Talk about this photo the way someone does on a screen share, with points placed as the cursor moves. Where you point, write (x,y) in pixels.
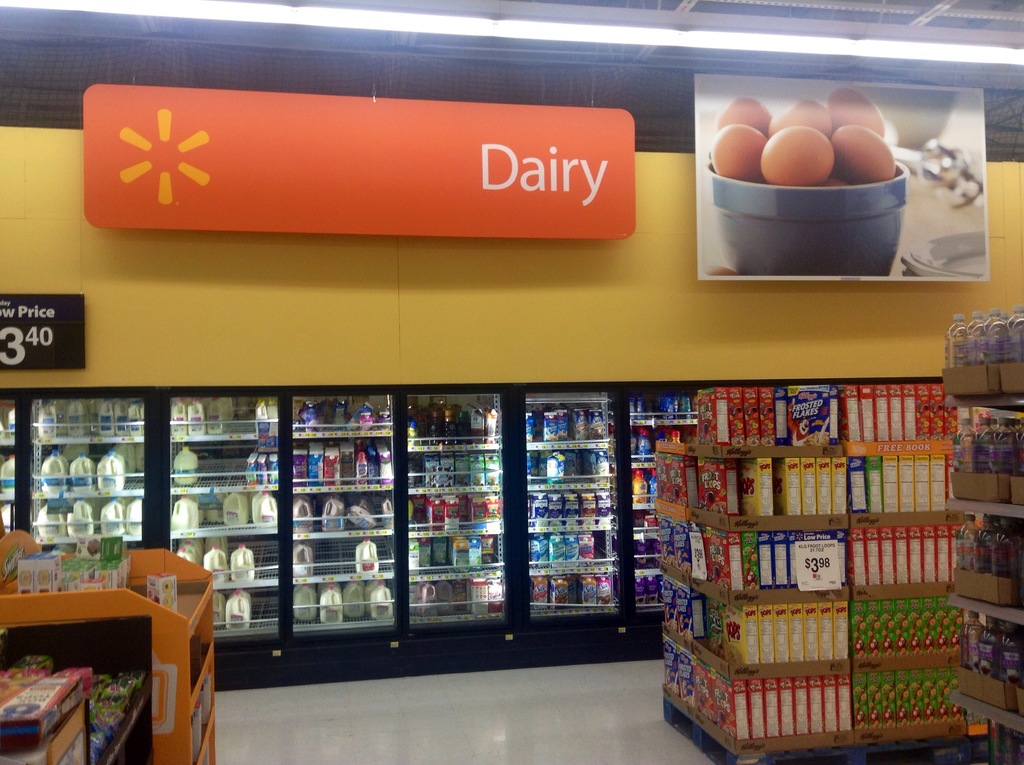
This image is clicked inside the shopping mall (613,749). In this image it looks like there are so many products (770,541) which are kept in the racks (919,664). In the background (351,455) there are milk products (303,467) which are kept in the fridges (396,474). at the top (487,30) there are lights (619,28). There is a hoarding (464,183) attached to the wall (311,243). It seems like a store (563,589).
